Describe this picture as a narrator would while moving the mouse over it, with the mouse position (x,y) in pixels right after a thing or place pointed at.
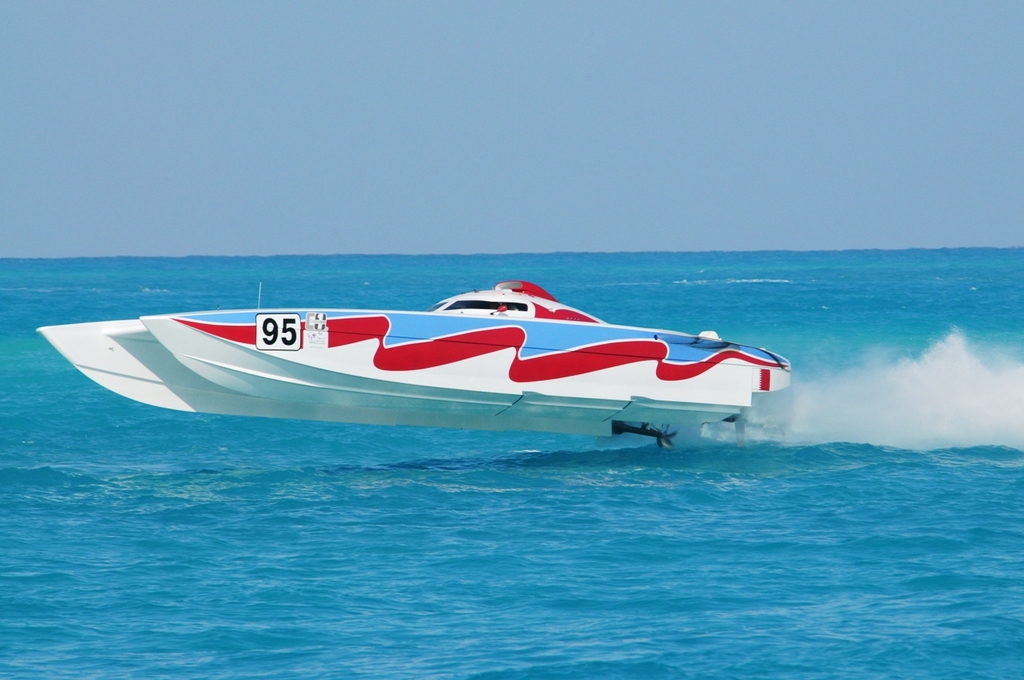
In this image there is a boat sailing on water (594,490) having few tides (436,542). Top of image (582,162) there is sky (456,139).
